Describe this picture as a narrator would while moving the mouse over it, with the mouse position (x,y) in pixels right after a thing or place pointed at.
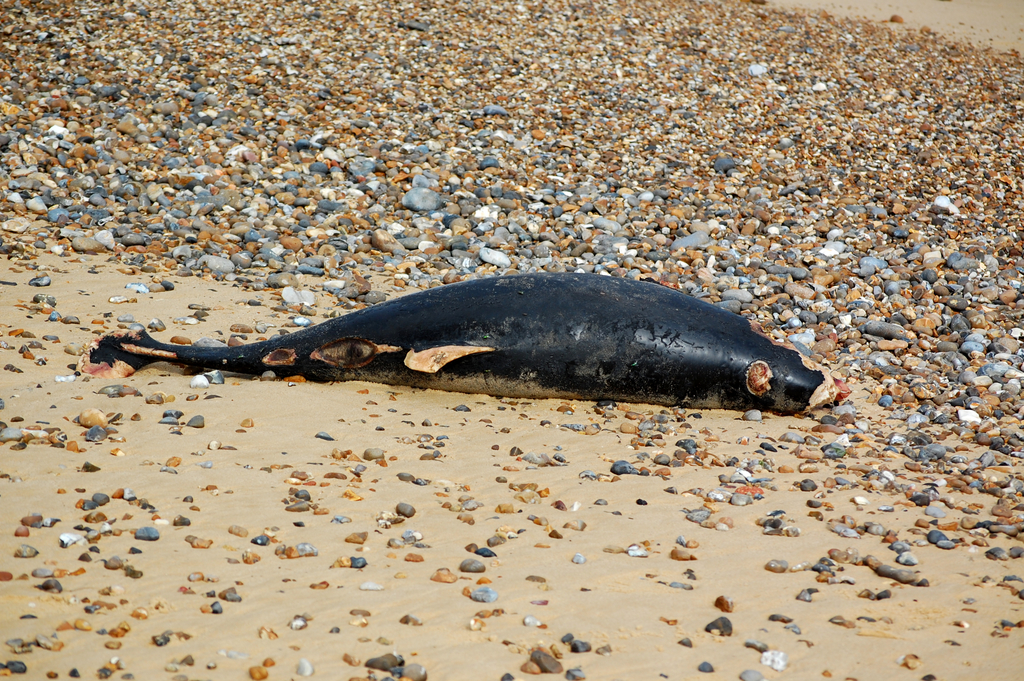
In the picture we can see the surface (667,500) with stones (919,539) and a porpoise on it which is black in color.
